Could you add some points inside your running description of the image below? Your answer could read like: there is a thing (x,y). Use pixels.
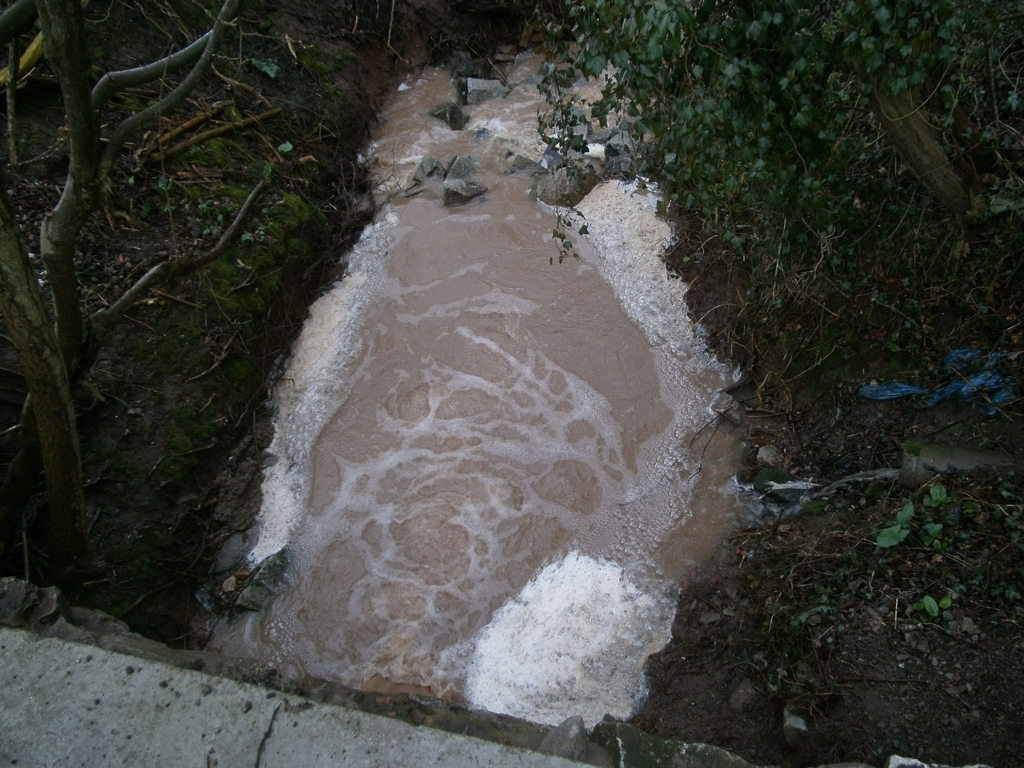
This image consists of a small pond (441,453). In which there is water (338,391) flowing. To the right (857,300) and left, there are trees (648,5) along with small plants (883,540). At the bottom (214,746), there is bridge wall (165,738).
